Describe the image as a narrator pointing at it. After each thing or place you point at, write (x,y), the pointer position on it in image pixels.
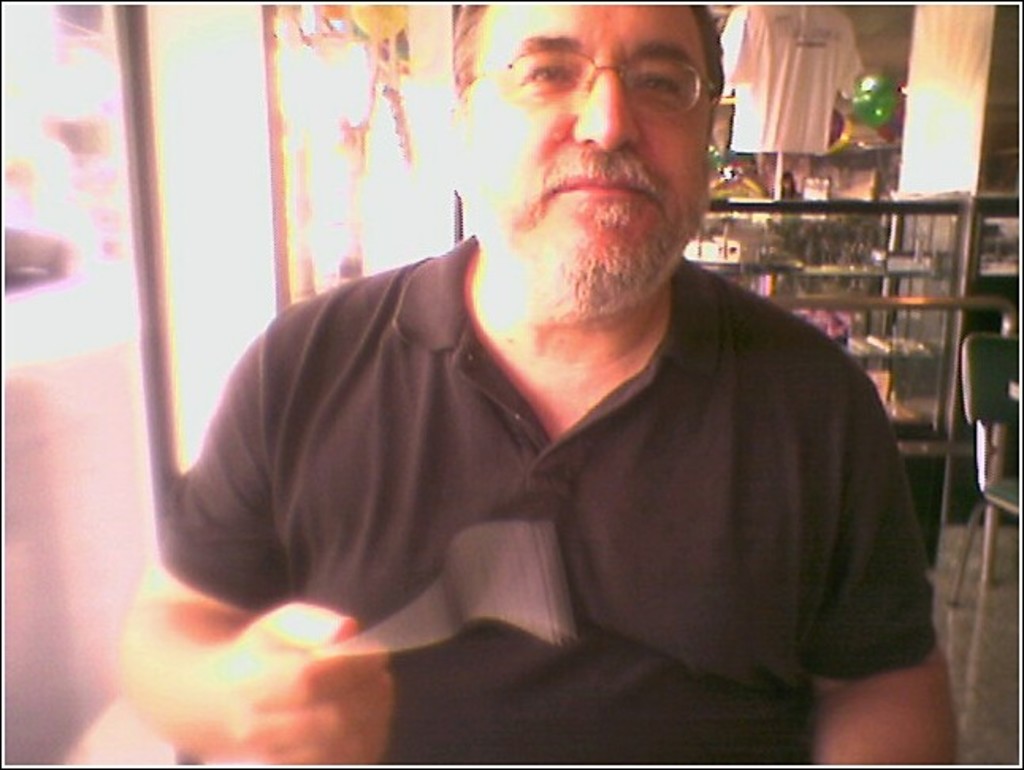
In the foreground (433,651) we can see a person (581,517) in black color t-shirt (431,437). On the left (150,146) it is looking like window (206,207). In the background (858,204) there are glass (829,227), racks (879,312), t-shirt (822,114), pillar (960,59) and wall (899,52).
